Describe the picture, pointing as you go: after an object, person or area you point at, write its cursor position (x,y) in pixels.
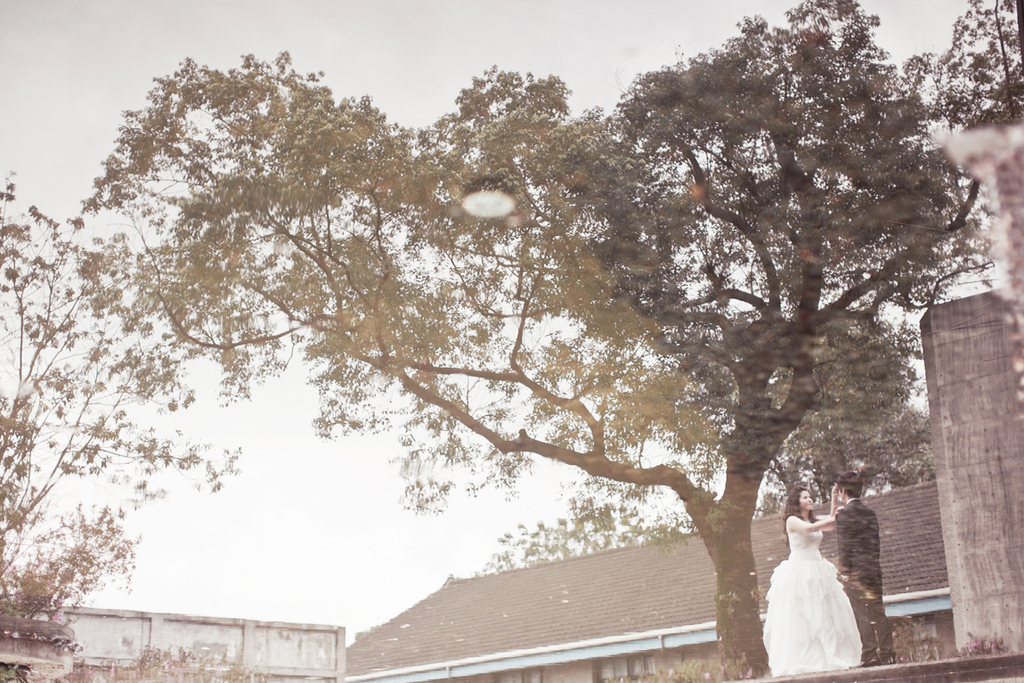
In the image we can see there are two people (846,602) standing under the tree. The man (872,581) is wearing a formal suit (860,594) and the woman (809,595) is wearing a white gown (810,605). Behind there are buildings (446,613) and there are trees (216,313).
